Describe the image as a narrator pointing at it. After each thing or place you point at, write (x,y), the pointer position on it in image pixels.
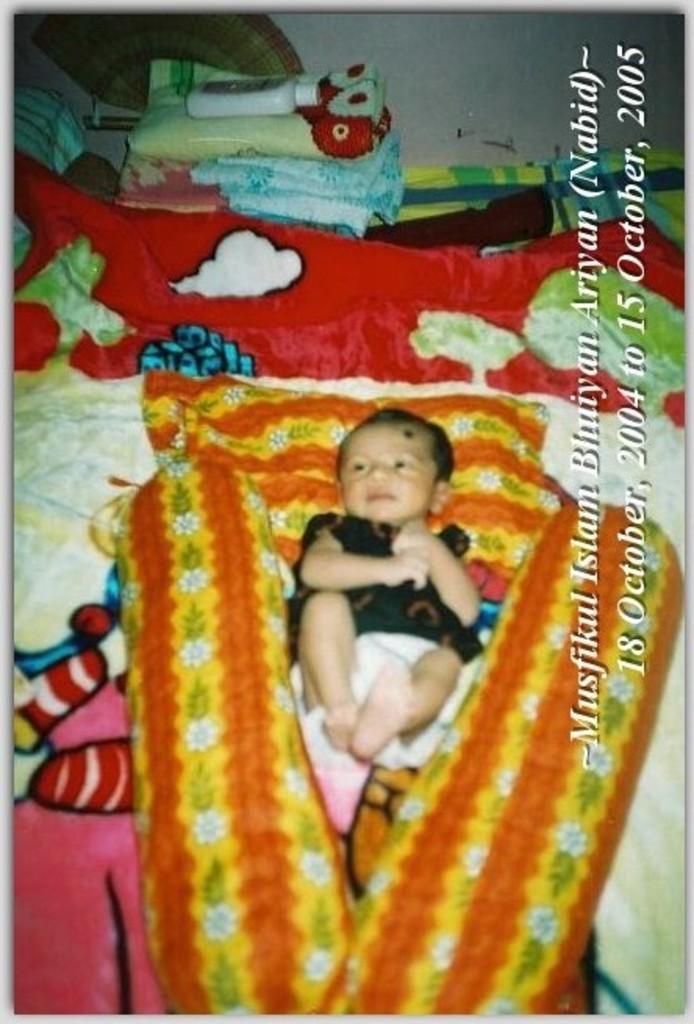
In this image I can see baby (375,634) lying on the bed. We can see three pillows (506,805) which are in orange and yellow color. The bed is covered with colorful blanket (374,288). We can see towels (266,122) and bottle (257,101).
